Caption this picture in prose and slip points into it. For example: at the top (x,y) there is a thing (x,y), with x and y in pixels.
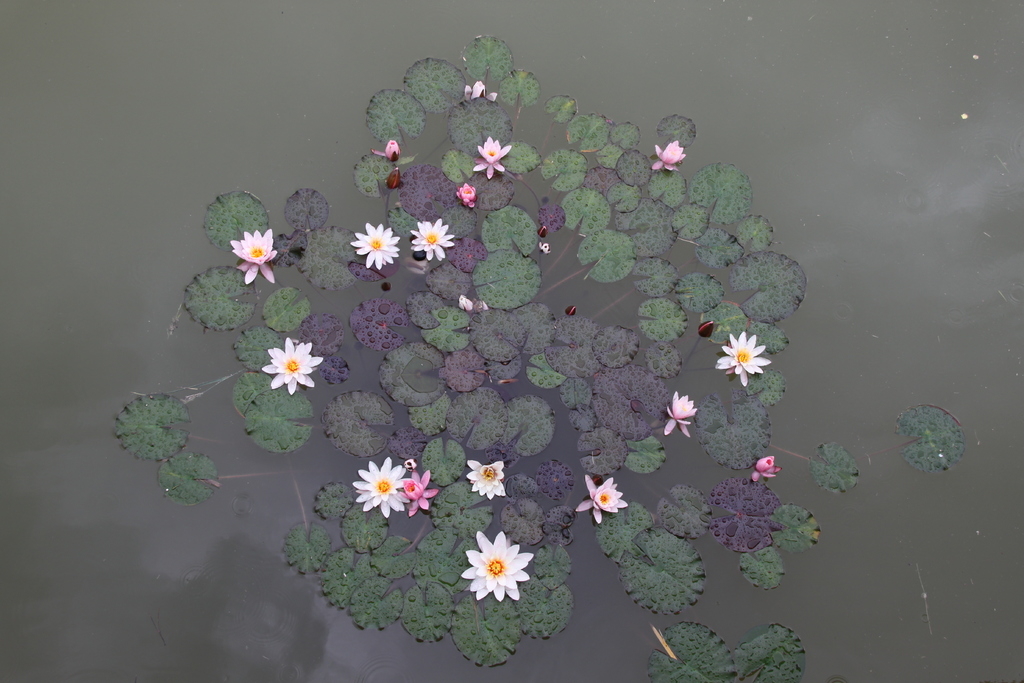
This image is of a pond (673,444). There are lotus flowers (679,400) and leaves (413,372) in the center of the image (436,444).
